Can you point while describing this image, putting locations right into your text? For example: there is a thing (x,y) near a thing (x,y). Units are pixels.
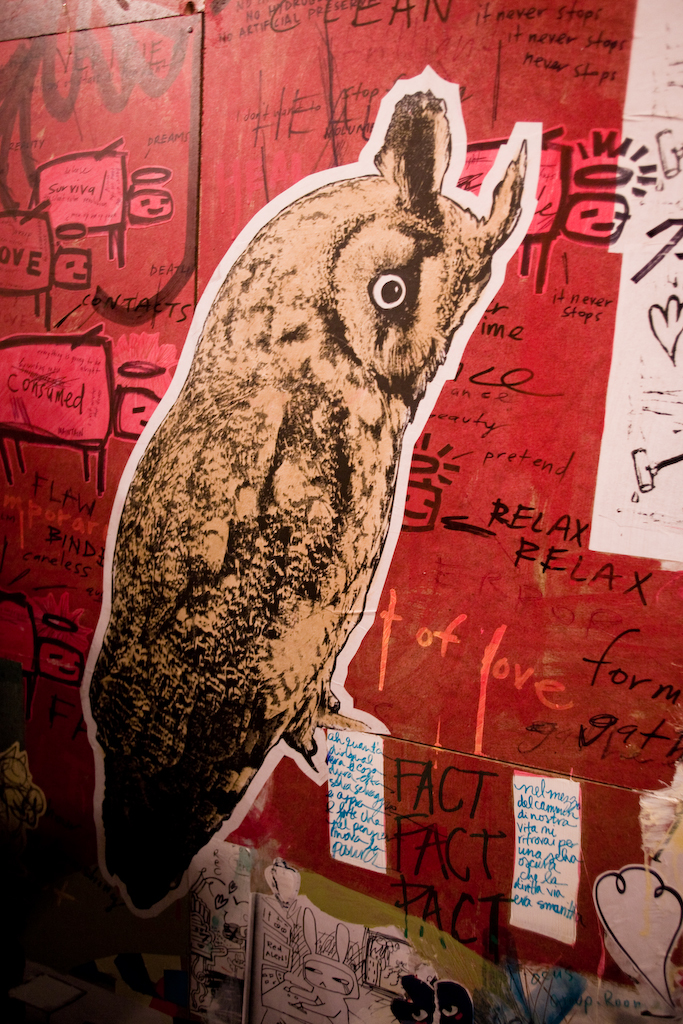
In this picture we can see posters (682,319), here we can see an animal (295,638), some text (495,653) and some objects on it.
